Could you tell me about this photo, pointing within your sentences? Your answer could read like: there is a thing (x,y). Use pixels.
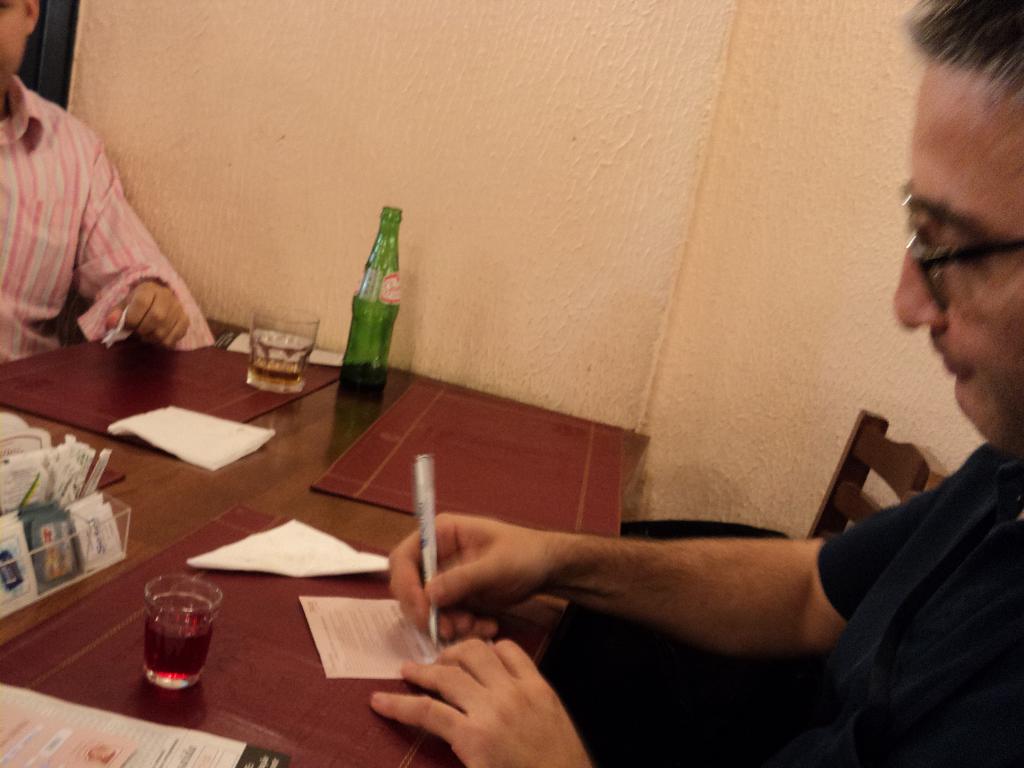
Here we can see two men (114,235) sitting on a chair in front of a table (335,424) and on the table (319,404) we can see table mats (526,448), glasses (274,388) and drink (201,647) in it, bottle (348,388), papers (22,461). This man (700,576) is writing something on a paper (424,644) by holding a pen (428,582) in his hand (441,522). This is a wall (546,90) in cream colour.
